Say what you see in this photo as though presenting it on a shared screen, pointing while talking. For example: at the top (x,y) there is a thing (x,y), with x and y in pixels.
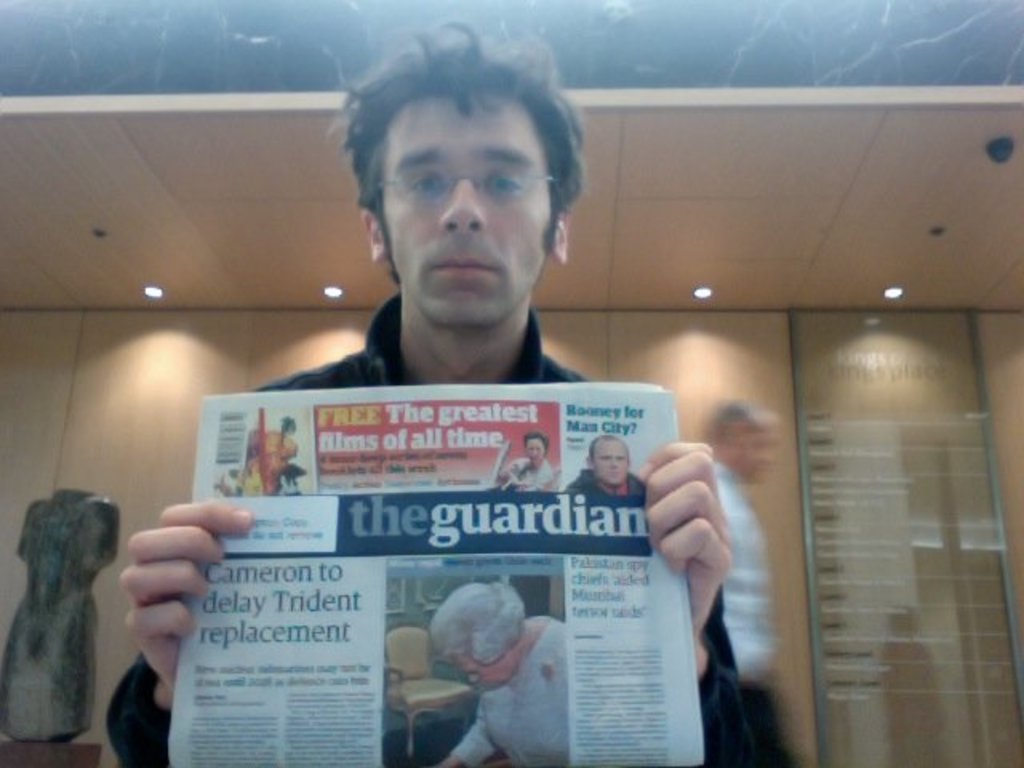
In this picture I can see a man (503,378) standing and holding a newspaper (292,608) in his hands (152,532) and another man (751,516) moving on the back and I can see a board (855,448) with some text (888,481) on the wall (23,495) and a mannequin (4,701) on the left side of the picture (57,752) on the table (41,750) and few lights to the ceiling (860,289) and a man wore spectacles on his face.
